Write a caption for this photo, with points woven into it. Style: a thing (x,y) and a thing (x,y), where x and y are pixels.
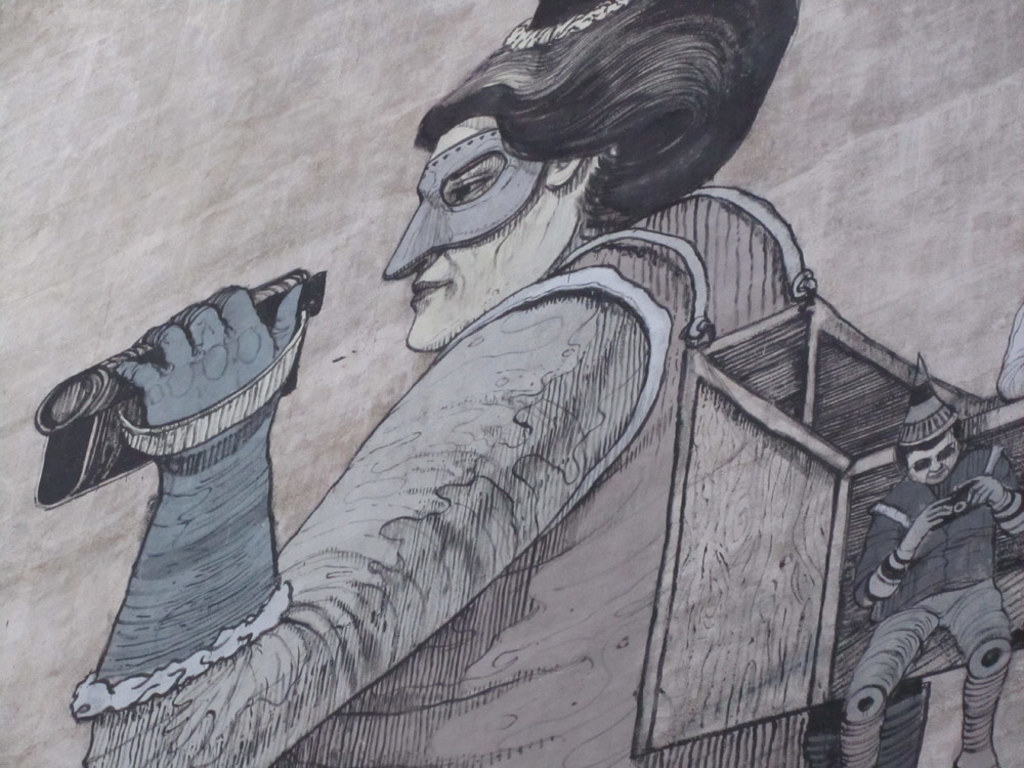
In the center of the image (398,505), we can see a sketch (668,395) on the wall (243,198).
